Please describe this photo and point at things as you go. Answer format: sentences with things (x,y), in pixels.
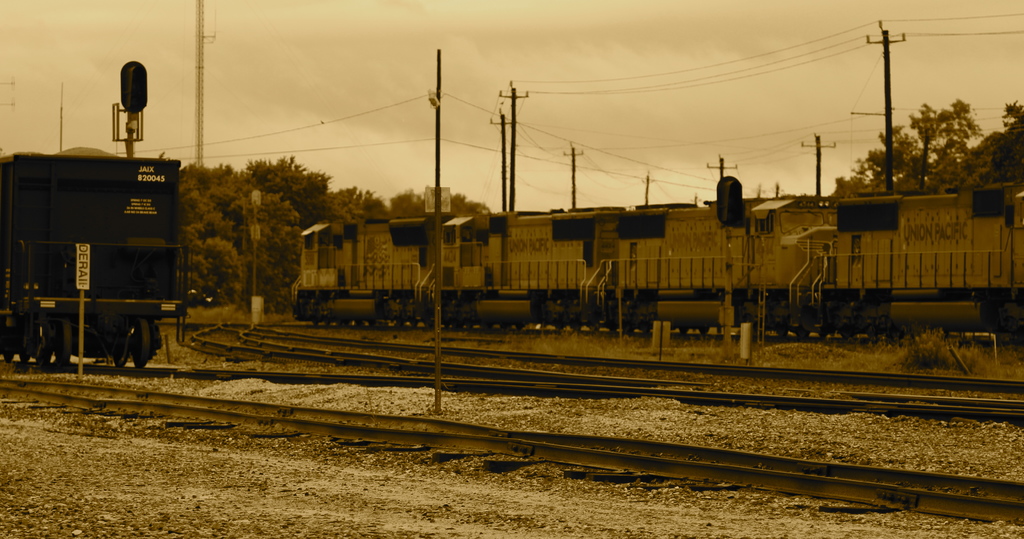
In this picture I can see railway tracks (547,389) and a train (812,328). In the background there are few current poles (438,136).
